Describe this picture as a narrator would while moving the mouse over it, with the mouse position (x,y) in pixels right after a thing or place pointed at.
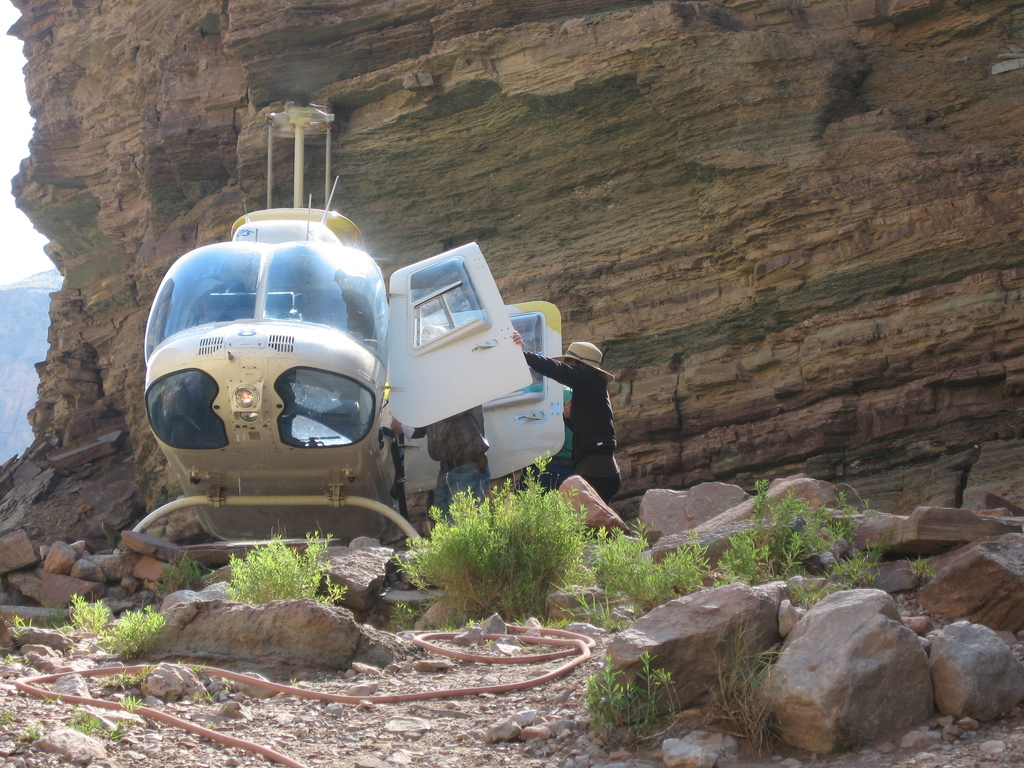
This picture is clicked outside. In the foreground (273,594) we can see the plants (489,600) and the stones (954,560) and some objects (422,697) lying on the ground (385,669). In the center (463,413) we can see the two persons (575,421) and a helicopter (332,315) is parked on the ground (505,629). In the background (157,448) we can see the sky (0,168) and the rocks (49,467).
